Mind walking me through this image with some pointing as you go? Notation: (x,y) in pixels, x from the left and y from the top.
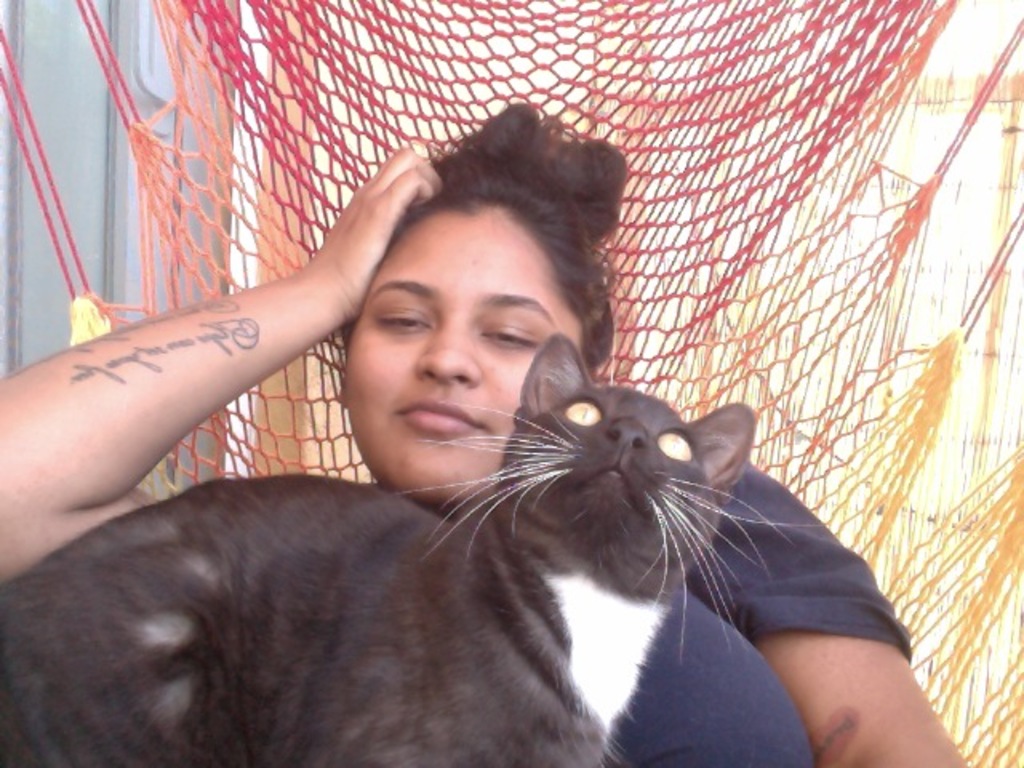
In the picture woman (429,266) is sitting in a net chair (715,142) a cat (637,443) is sitting on the woman (536,225) there is a wall (10,21) behind the woman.
